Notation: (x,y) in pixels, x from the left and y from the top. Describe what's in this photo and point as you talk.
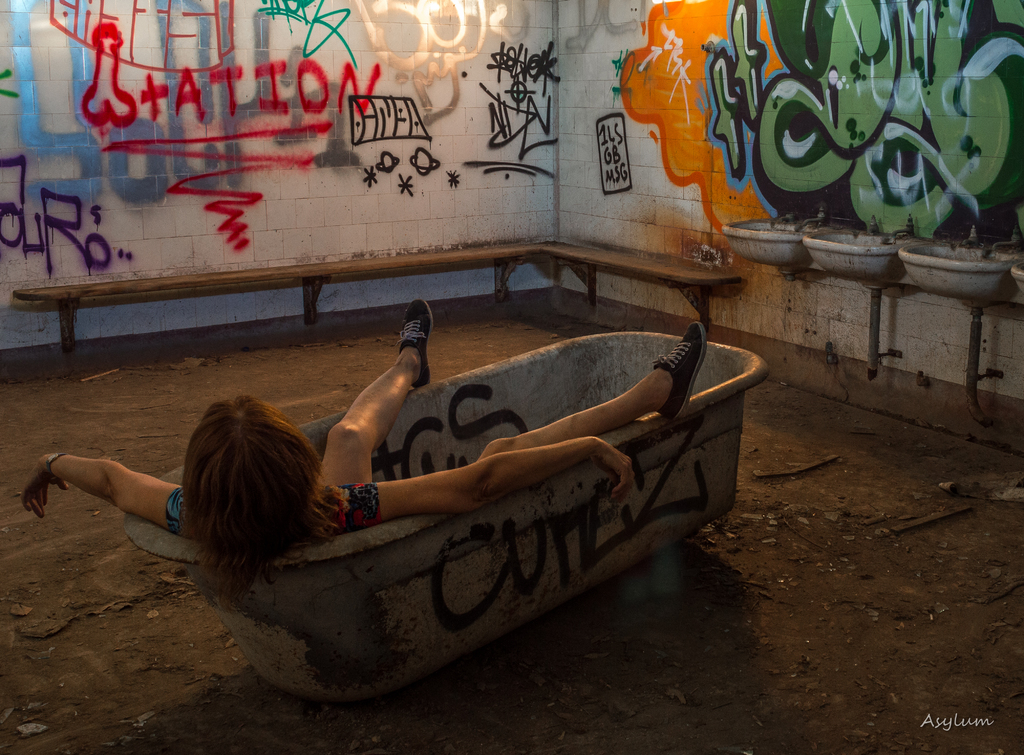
In the center of the image (371,502) we can see a lady (349,504) sitting in the tub (660,494). In the background (721,138) there are sinks (931,272) and a wall (851,133). We can see graffiti (345,160) on the wall (489,137).
